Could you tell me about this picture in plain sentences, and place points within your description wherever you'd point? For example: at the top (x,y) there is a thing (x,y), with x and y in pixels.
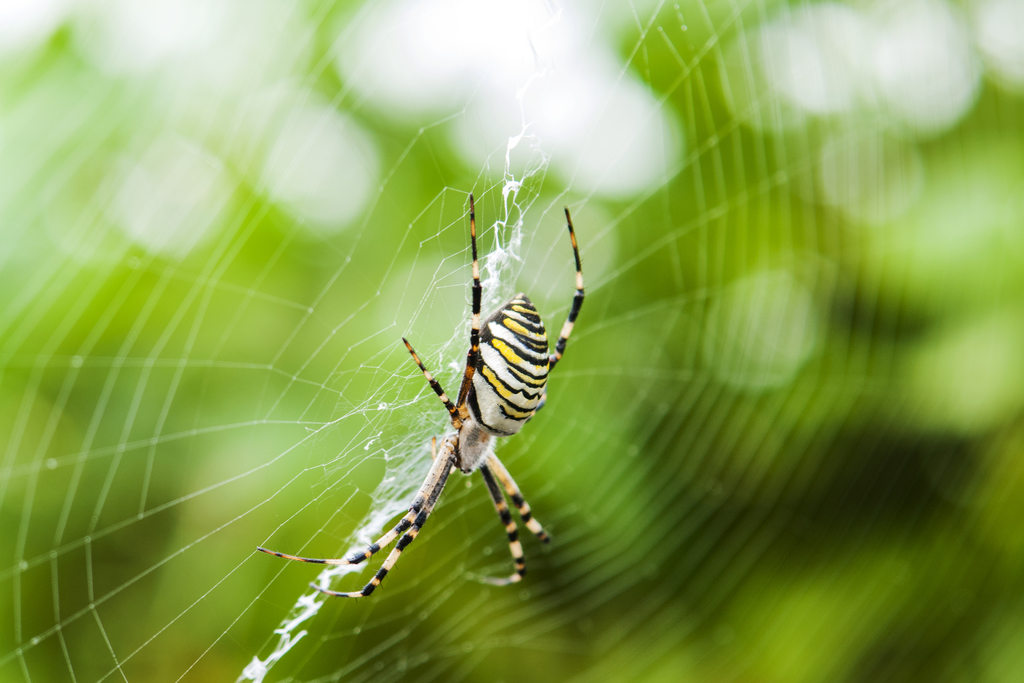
As we can see in the image there is spider (452,451) and spider web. The background (264,13) is blurred.
